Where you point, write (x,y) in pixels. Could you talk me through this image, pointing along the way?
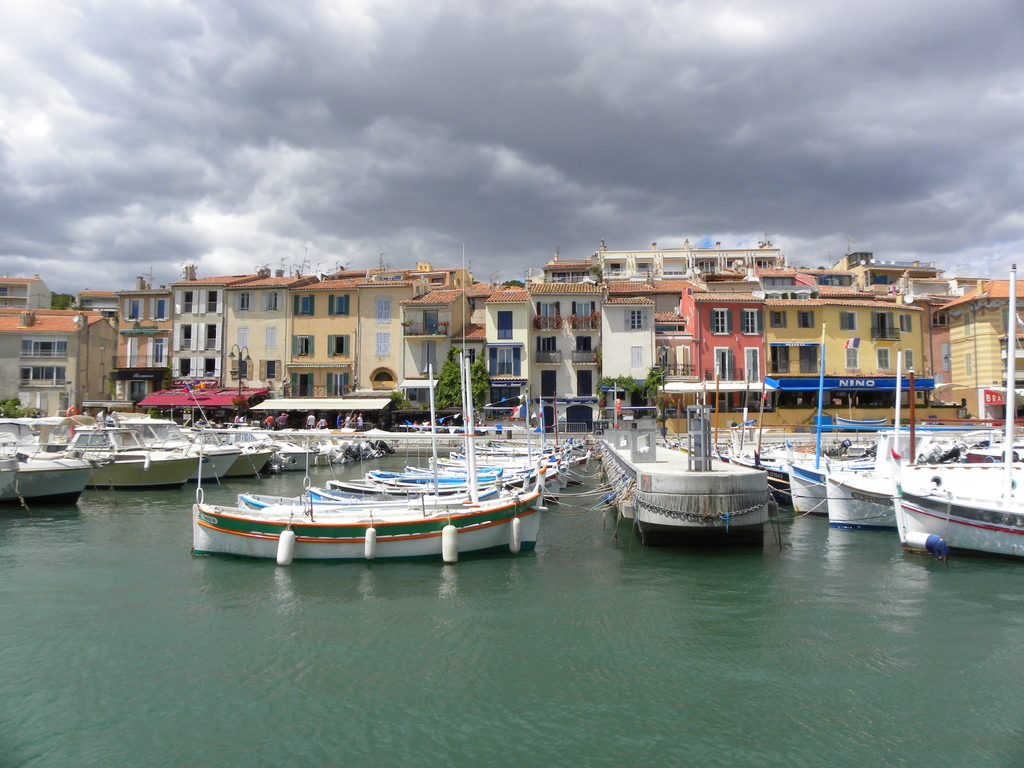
In this image there are buildings (527,370) and trees (451,380), in front of them there are ships (384,525) and boats (894,483) on the river (453,611). In the background (602,183) there is the sky (603,200).
